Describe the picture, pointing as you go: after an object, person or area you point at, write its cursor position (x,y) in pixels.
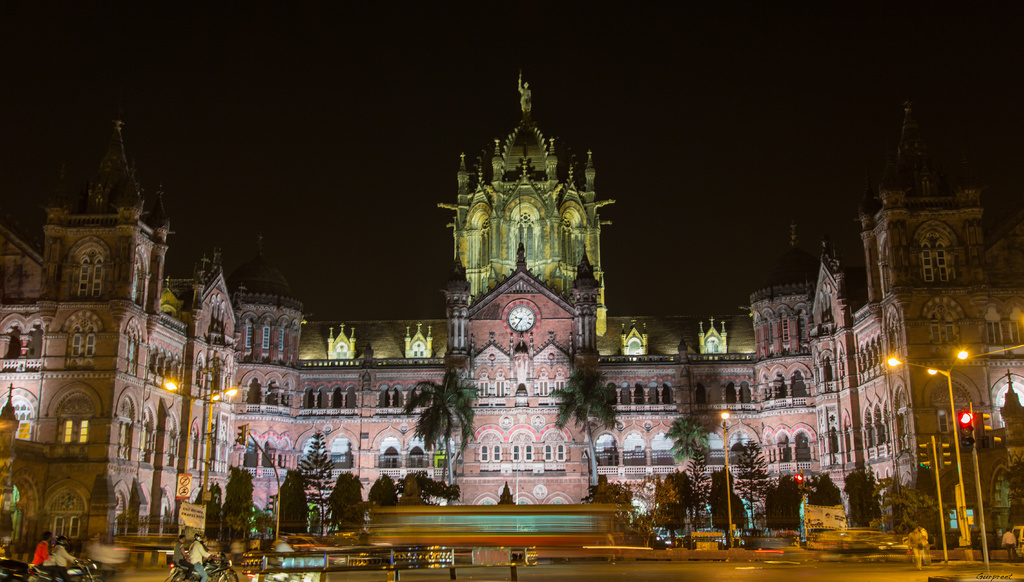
At the bottom of the image (93,547) there are some vehicles (14,570) on the road (122,575) and few people (182,550) are riding motorcycle (24,578) and few people (921,532) are walking. Behind them there are some poles (960,493) and trees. In the middle of the image (545,233) we can see a building (890,374).
